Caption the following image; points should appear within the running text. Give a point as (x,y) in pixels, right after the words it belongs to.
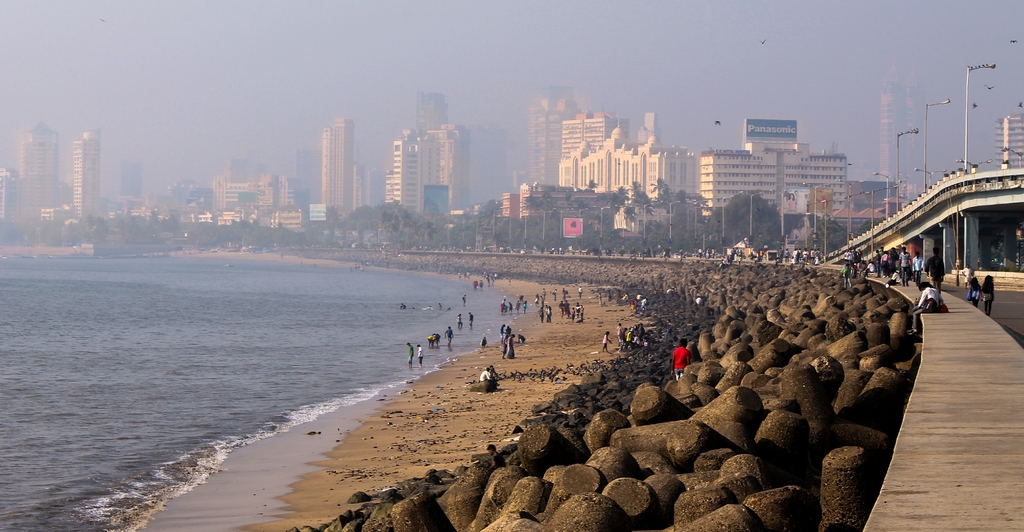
In this image, we can see persons (504,342) in the beach (510,360). There are rocks (623,396) at the bottom of the image (693,462). There are poles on the bridge (961,190) which is on the right side of the image (951,205). There are some poles (671,238), trees (599,213) and buildings (457,155) in the middle of the image (542,213). There is a sky (494,122) at the top of the image (499,42).
